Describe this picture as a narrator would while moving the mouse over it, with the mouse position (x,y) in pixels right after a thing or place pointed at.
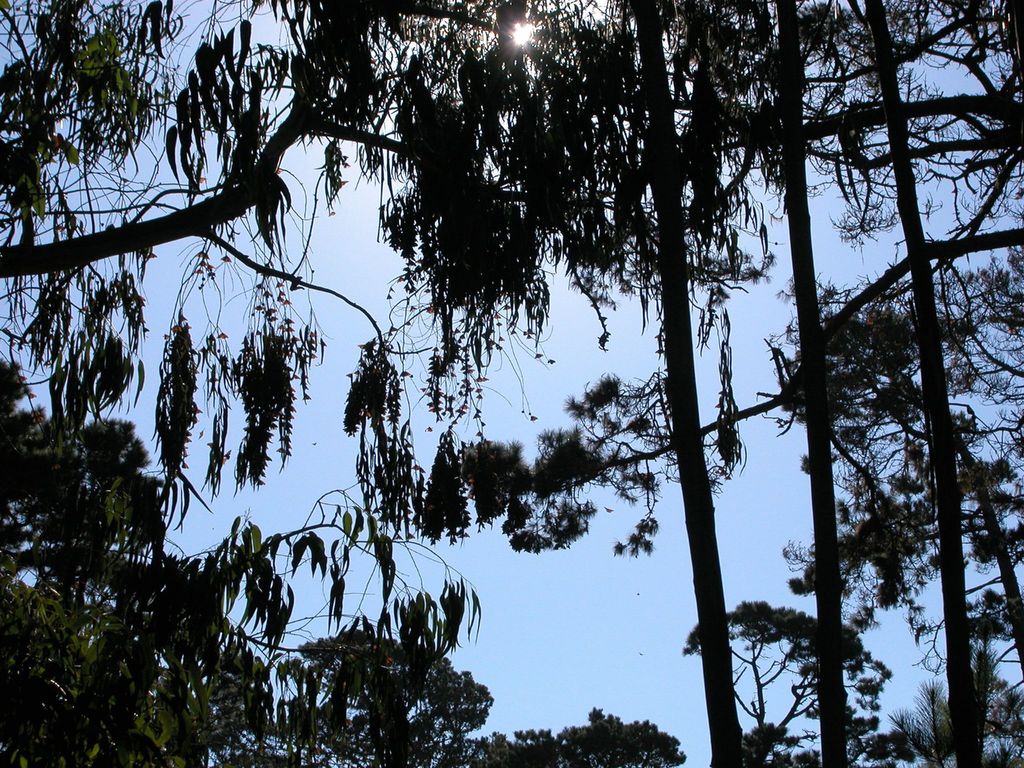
In this image we can see trees (797,271). In the background (714,440) there is sky (574,633).
